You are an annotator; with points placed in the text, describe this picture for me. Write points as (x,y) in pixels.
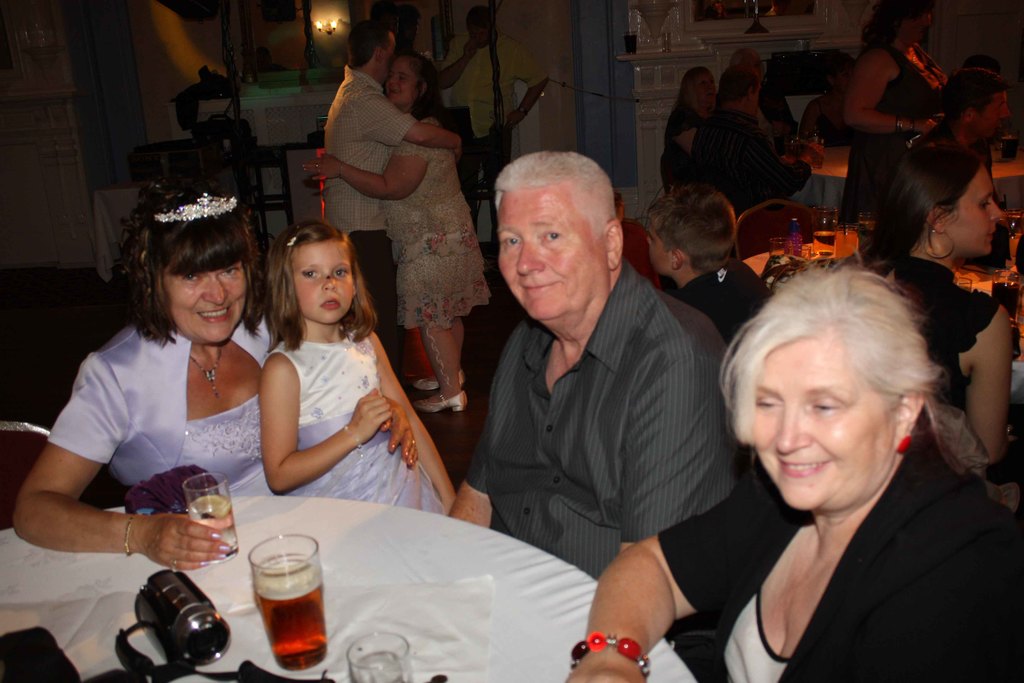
In this picture we can see a few glasses (367,660) and other objects (187,578) on the table (208,593). There is a woman (155,453) holding a glass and sitting on the chair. We can see a girl (359,402) and some people (613,329) are sitting on the chair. There are a few people (885,131) standing at the back (375,217). We can see two people (359,166) hugging each other. There are a few objects (755,22) visible on the shelf (677,58). We can see a light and other things (245,141) in the background (252,70).
